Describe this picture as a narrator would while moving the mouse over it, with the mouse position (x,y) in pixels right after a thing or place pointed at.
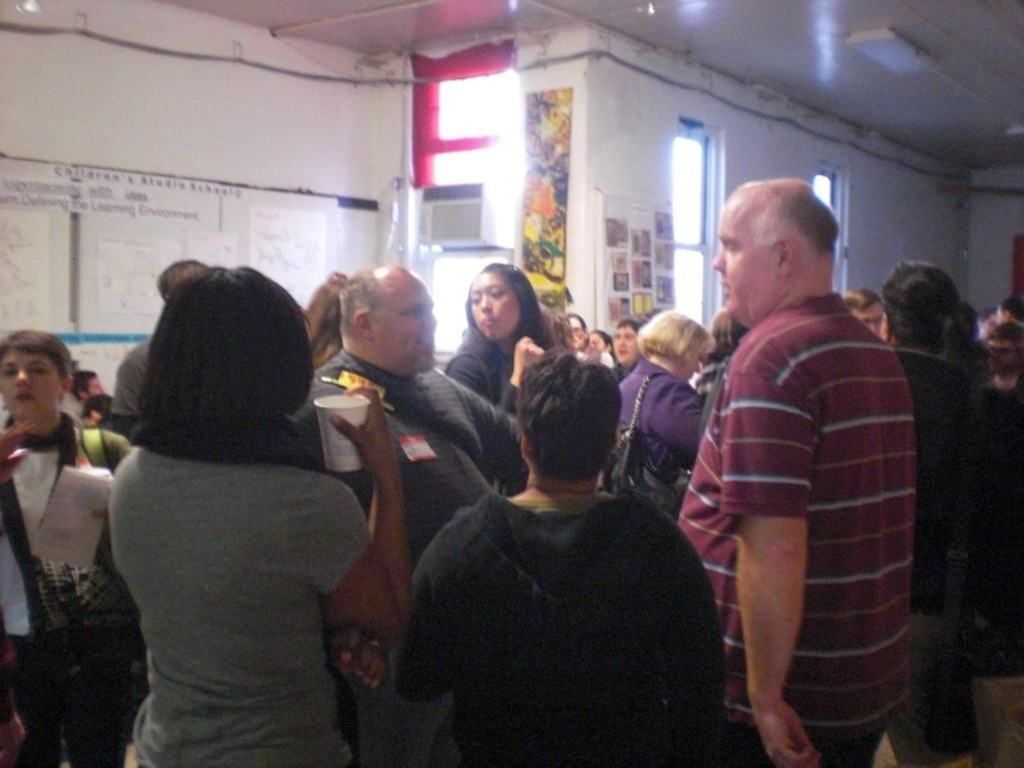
In this image, we can see people (479,385) and some are holding some objects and some are wearing bags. In the background (315,155), there are boards (559,198) on the wall (328,162) and we can see some lights (899,68).
